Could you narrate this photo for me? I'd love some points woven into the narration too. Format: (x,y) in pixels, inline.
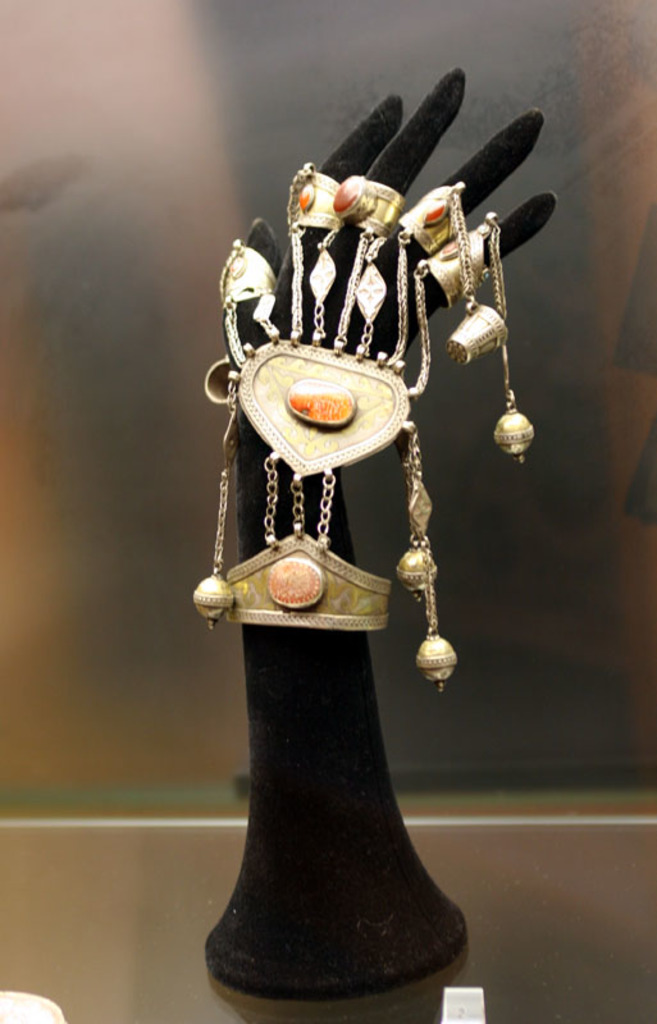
In this image in the center (296,671) there are objects (314,645) which are black and golden in colour.
